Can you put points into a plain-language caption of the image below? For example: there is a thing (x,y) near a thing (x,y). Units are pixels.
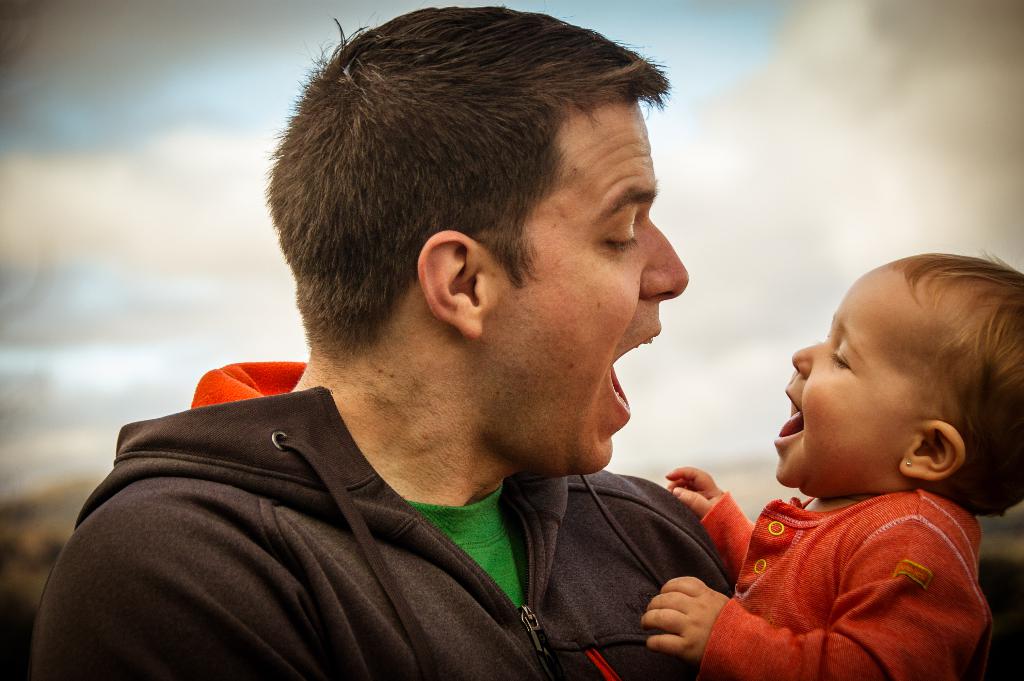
In this image we can see a man (507,370) carrying a baby (793,388), and the background (737,34) is blurred.
